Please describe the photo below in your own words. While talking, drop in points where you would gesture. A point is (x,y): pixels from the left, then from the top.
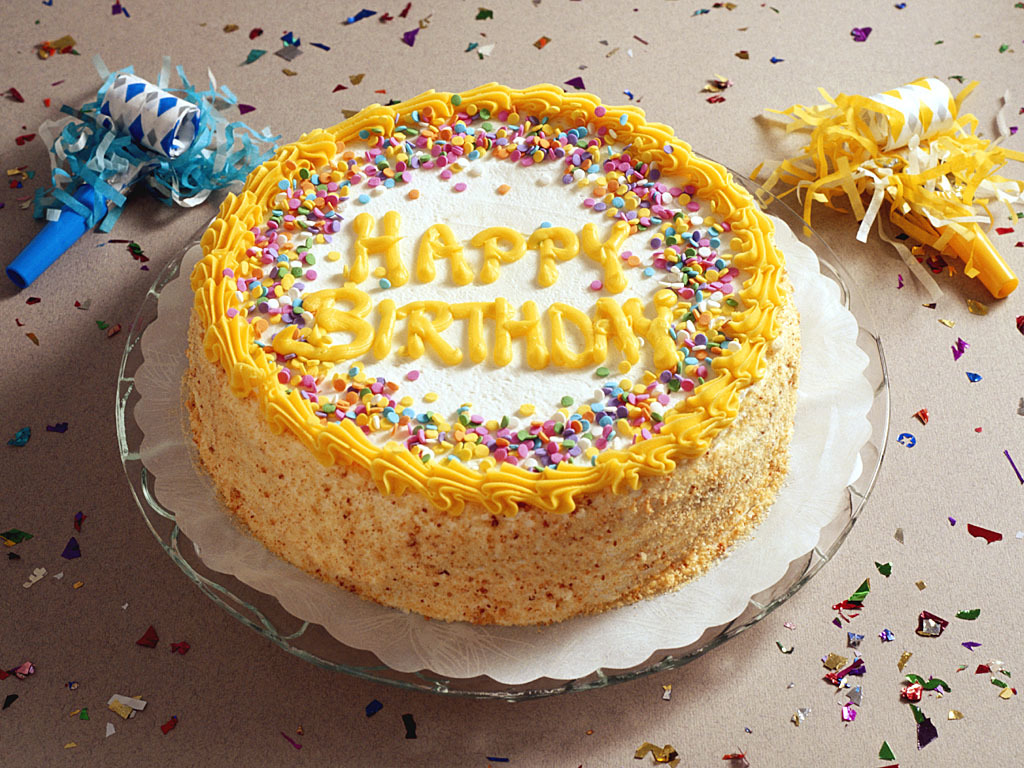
In this picture I can see a cake (521,335) in the middle (537,488) with some text (505,340) on it. There are birthday whistle toys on either side of the image.
